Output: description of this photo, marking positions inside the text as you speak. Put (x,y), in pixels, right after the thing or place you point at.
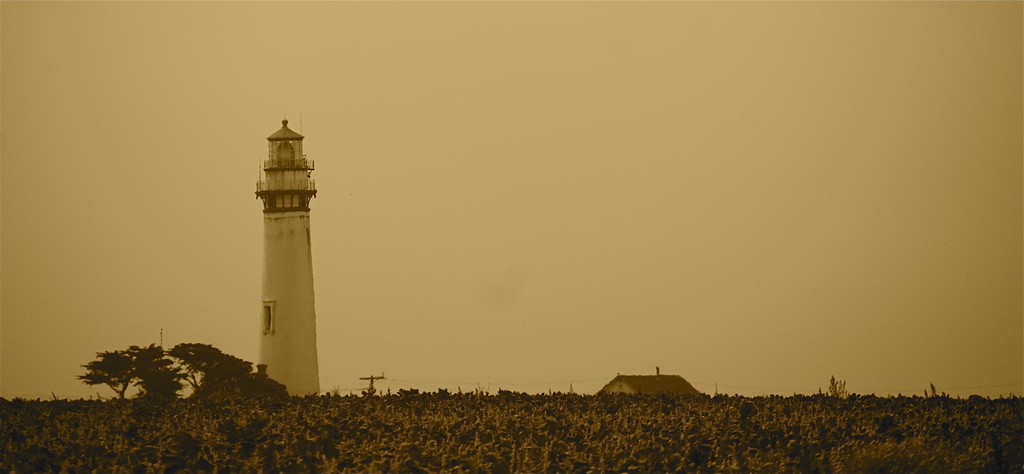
This is an outside view. At the bottom of the image (532,448) I can see many plants (409,417) and trees (218,372). In the background (278,297) there is a tower (279,298) and a house (643,385). At the top of the image (670,127) I can see the sky (625,156).
